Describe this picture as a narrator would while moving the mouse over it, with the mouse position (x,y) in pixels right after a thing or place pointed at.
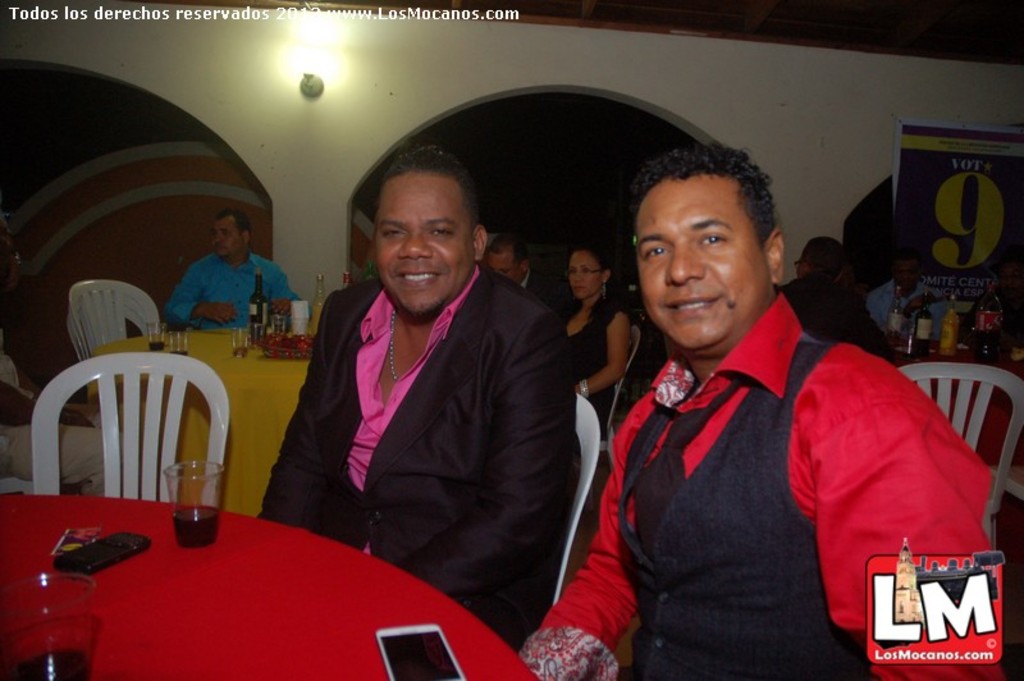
in a room (301,331) there are people (572,289) sitting in the chairs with the table (265,668) in front of them.
